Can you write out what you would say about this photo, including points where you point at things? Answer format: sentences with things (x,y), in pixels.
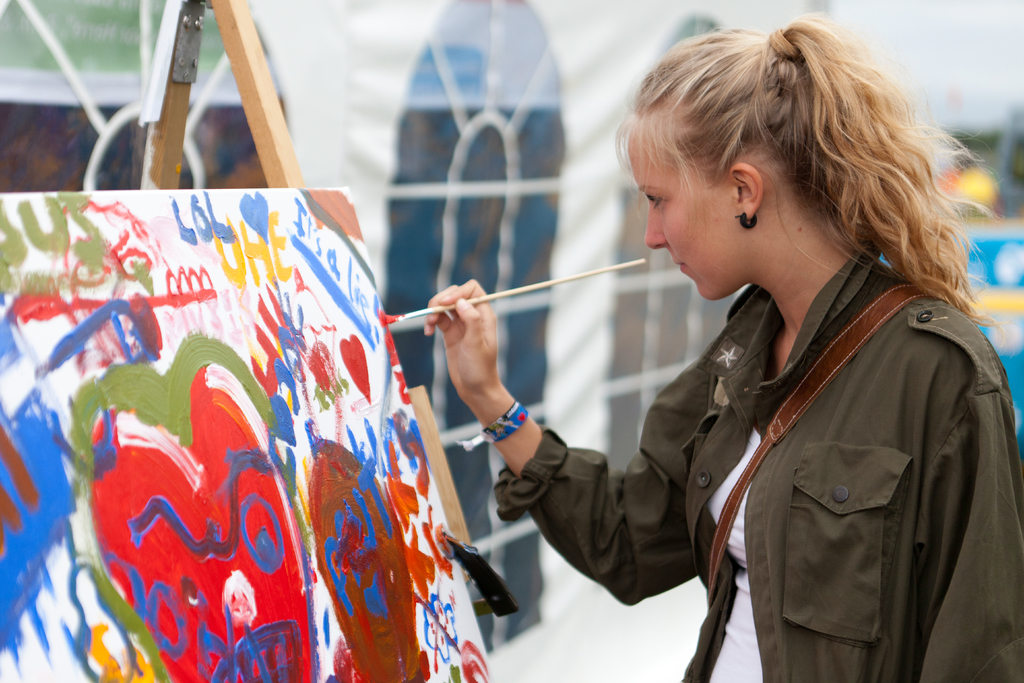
In this image there is a person (698,490) wearing brown color jacket (823,460) carrying bag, holding a paint brush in her hand (491,324) and at the left side of the image (112,197) there is a painting (234,410).
